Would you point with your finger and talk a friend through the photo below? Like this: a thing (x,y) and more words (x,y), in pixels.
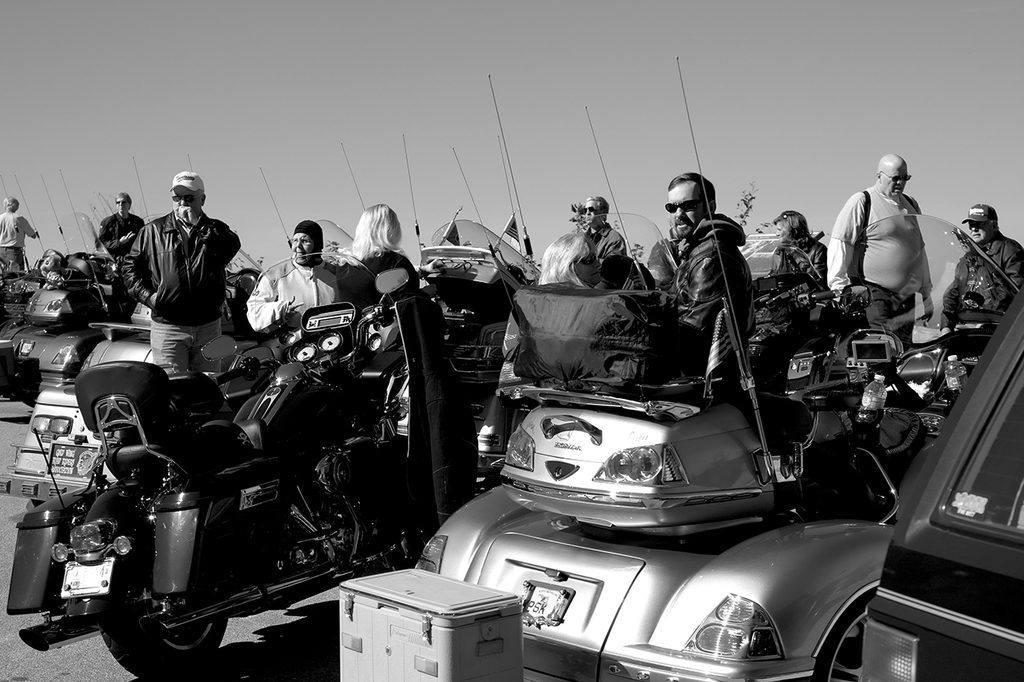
In this image there are a few people (367,281) standing, beside them there are a few bikes (473,376) parked.
